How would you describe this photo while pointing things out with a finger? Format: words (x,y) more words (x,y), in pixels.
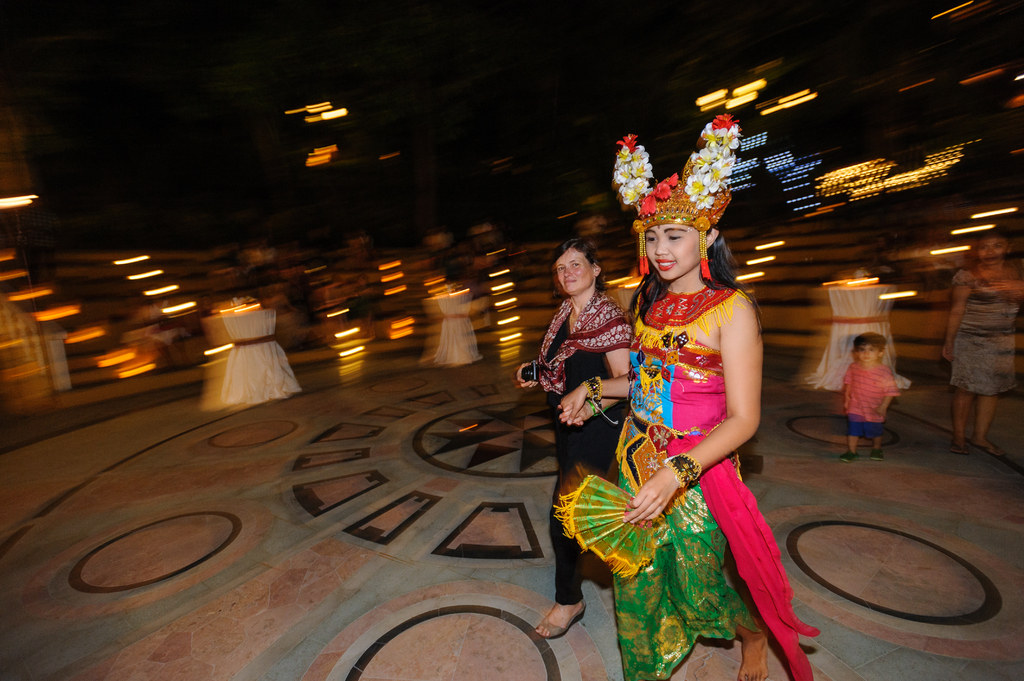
In this image I can see two persons (712,478) walking. In front (691,383) the person (675,409) is wearing multi color dress (675,378). In the background (97,334) I can see few lights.
